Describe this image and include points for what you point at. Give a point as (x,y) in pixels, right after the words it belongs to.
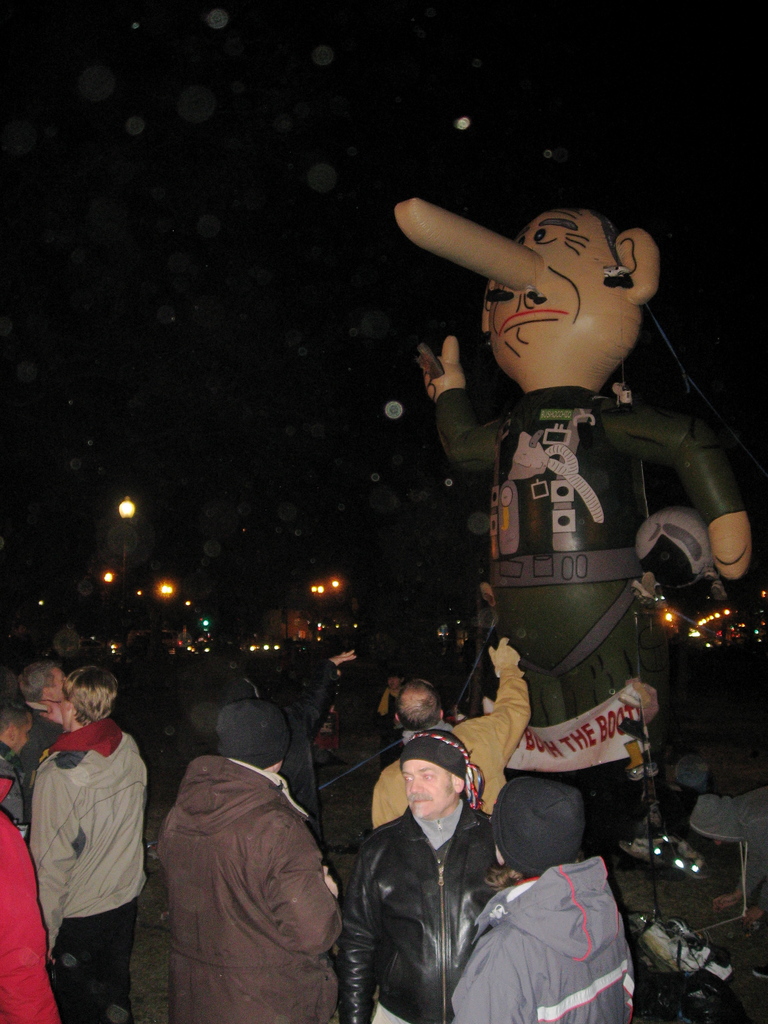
In the image there are many people (506,996) standing on grass (142,737) with a toy statue (589,504) on the right side (586,643) and in the background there are lights (113,646).
